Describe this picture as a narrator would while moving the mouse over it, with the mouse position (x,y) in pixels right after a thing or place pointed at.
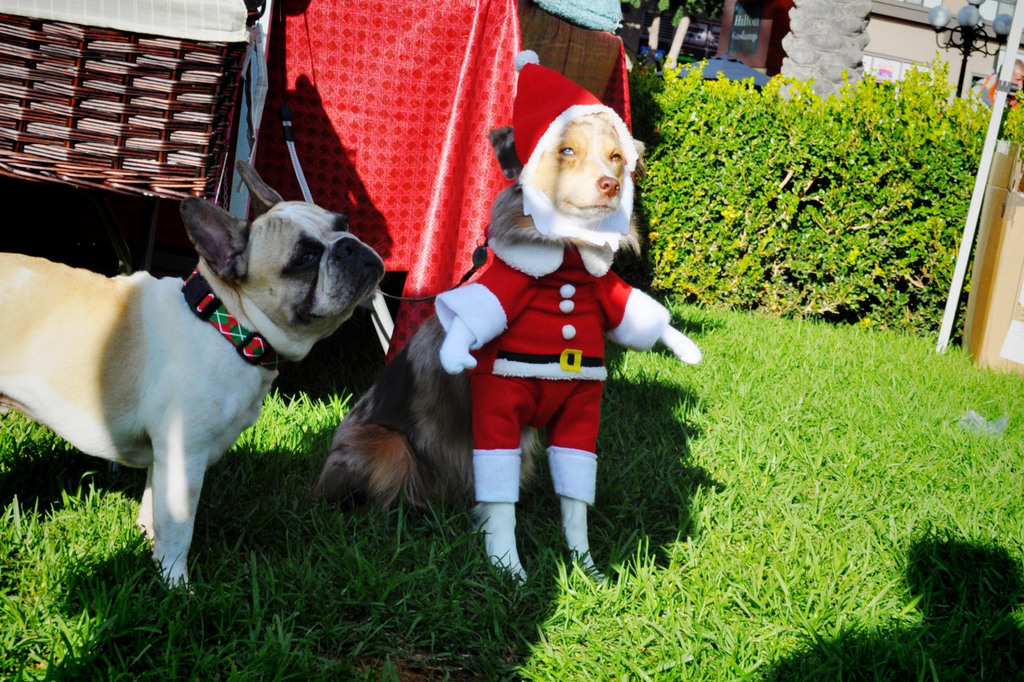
In this image, I can see two dogs (467,308). One dog (437,311) is wearing fancy dress (538,365) and sitting and the other dog (68,329) is standing. This is the grass (899,477). These are the bushes (853,167). This looks like a table (377,93) with the cloth (439,88). I think this is a pillar (832,29). Here is a pole (937,348). On the right side of the image (999,313), that looks like a cardboard box (1007,300). In the background (939,12), I can see the light pole (962,57) and a person (990,86).
